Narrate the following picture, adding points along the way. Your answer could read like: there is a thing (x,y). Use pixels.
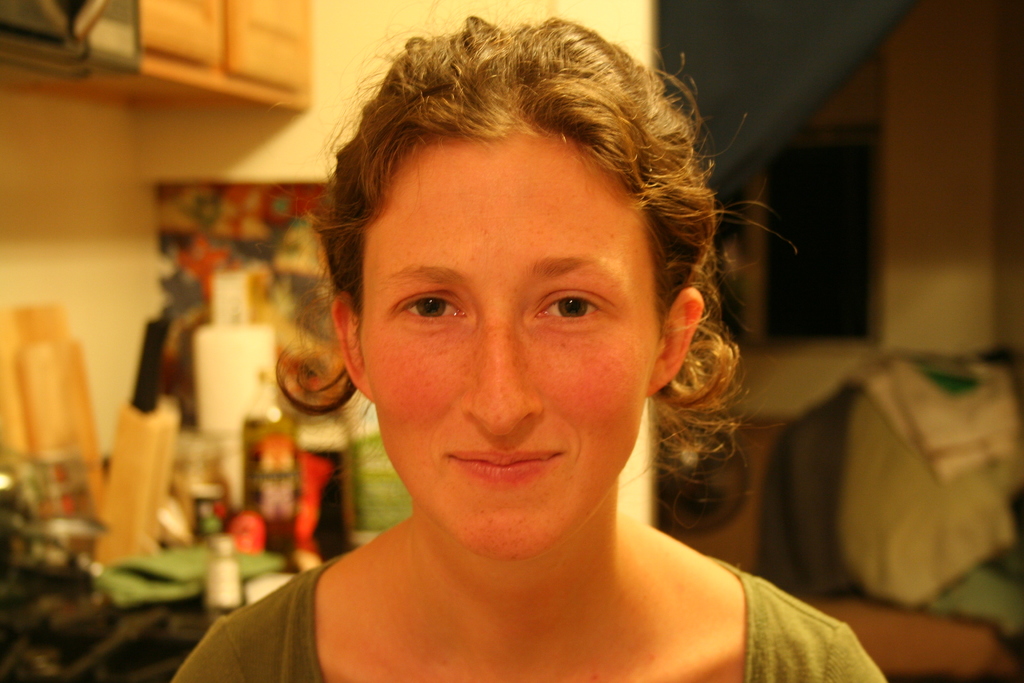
In this image we can see there is a person (487,548) sitting. And at the back (348,132) there is a wall (296,123) and to the wall (146,109) there is a cupboard (231,90). And the objects (284,564) look like a blur.
